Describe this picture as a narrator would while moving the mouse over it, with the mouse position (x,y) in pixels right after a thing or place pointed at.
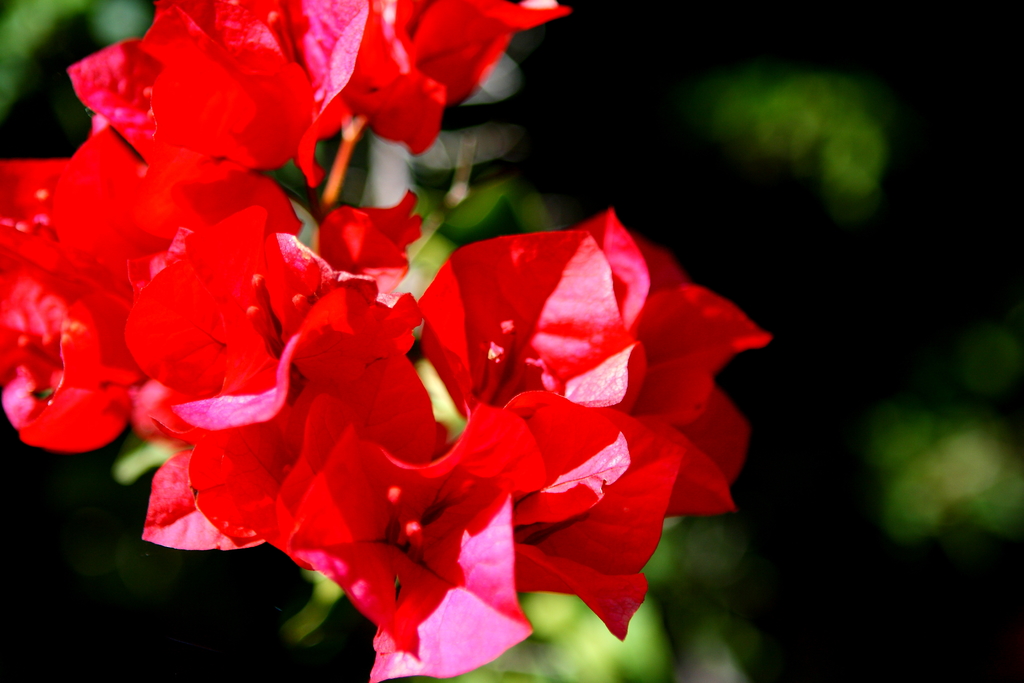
In this image we can see flowers (319,374) and in the background (623,181) the image is blur.
